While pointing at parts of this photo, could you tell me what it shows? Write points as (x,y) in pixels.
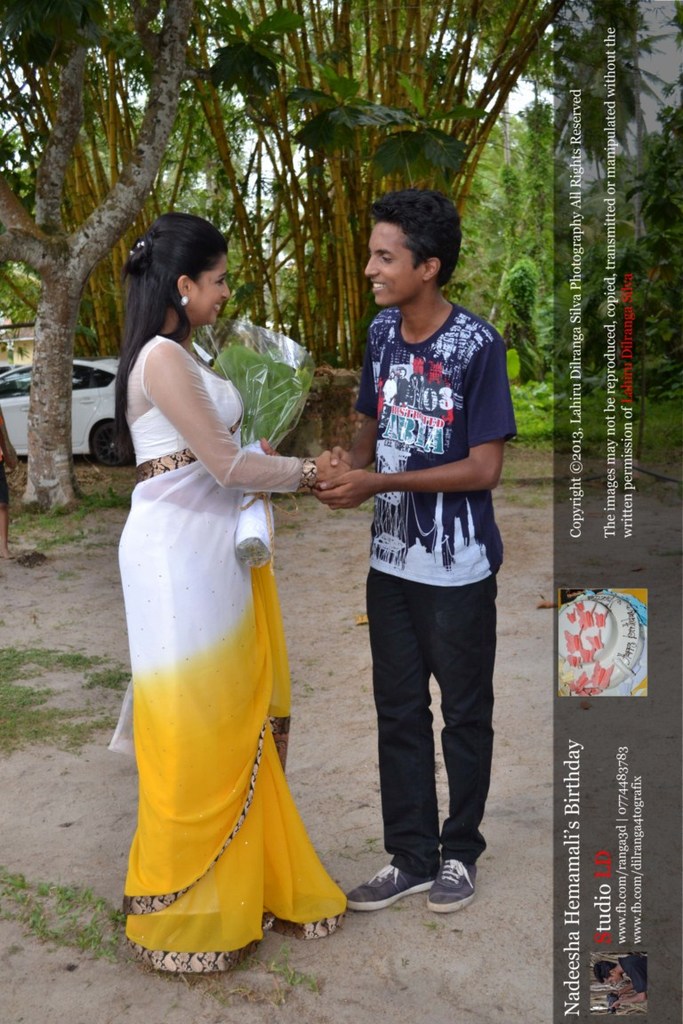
In this picture we can see there are two people (260,601) standing and the woman (275,881) is holding a bouquet (270,361). Behind the people (207,388) there are trees (354,242), plants (358,233) a car (100,402) and the sky (301,45). On the image there is a watermark (589,913).
